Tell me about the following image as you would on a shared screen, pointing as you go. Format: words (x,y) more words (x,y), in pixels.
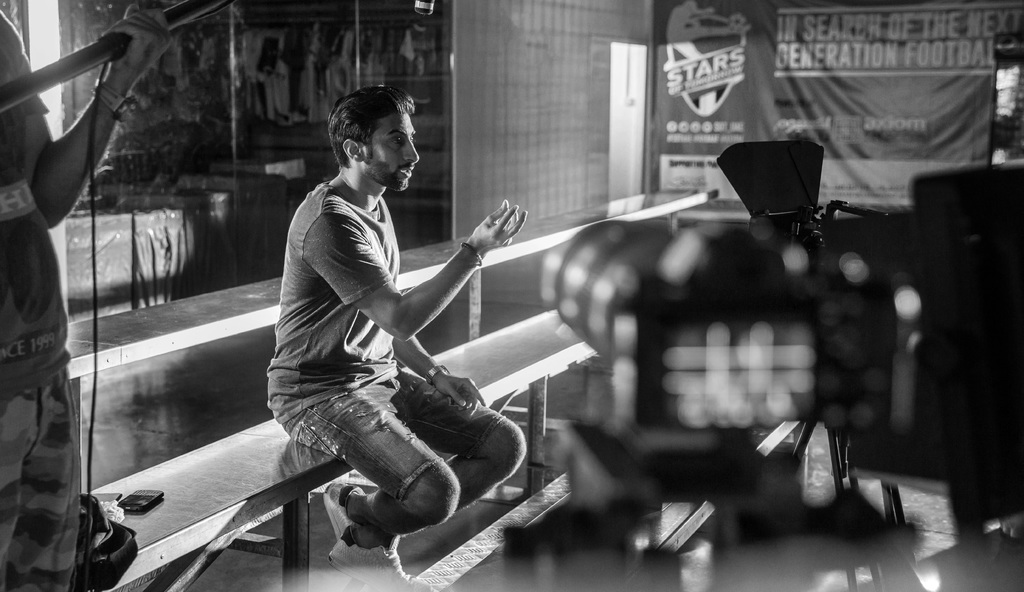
This is a black and white image. There is a bench (196,562) and a person (404,345) is sitting on that bench (541,417). There is a banner (813,62) at the top (979,108). There is a person (49,283) on the left side (22,264).
